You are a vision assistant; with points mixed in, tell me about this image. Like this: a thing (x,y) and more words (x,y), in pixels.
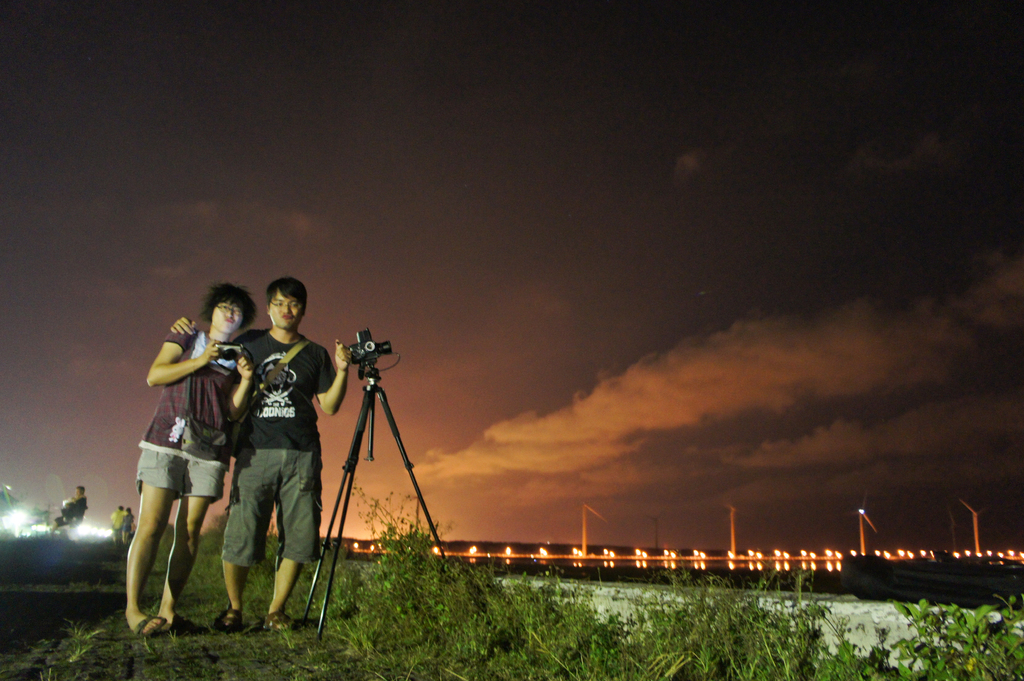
This picture describes about group of people (245,490) and we can find few cameras (229,347), in the background (509,550) we can see few windmills (585,530), lights (638,557) and clouds (543,436), and also we can see few plants (650,627).
